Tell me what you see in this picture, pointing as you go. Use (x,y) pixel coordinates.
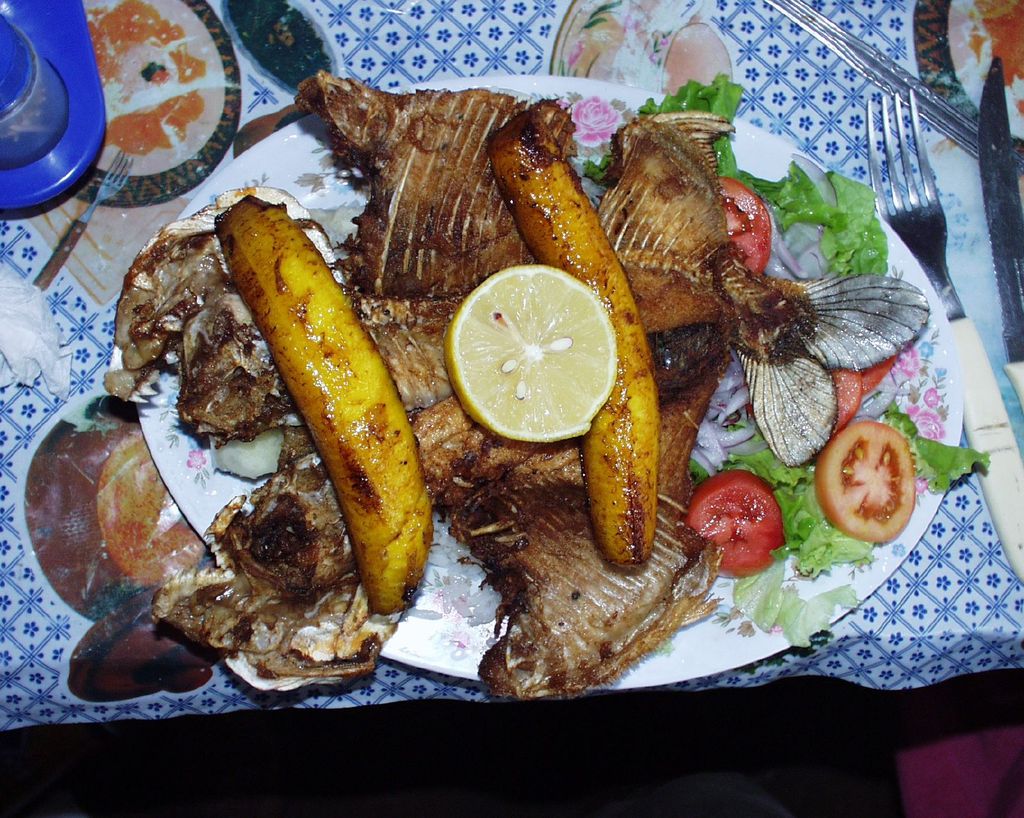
In the image in the center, we can see one table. On the table (556,108), we can see one cloth (416,40), forks (123,164), blue color object (68,142), plate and some food items (376,281).
